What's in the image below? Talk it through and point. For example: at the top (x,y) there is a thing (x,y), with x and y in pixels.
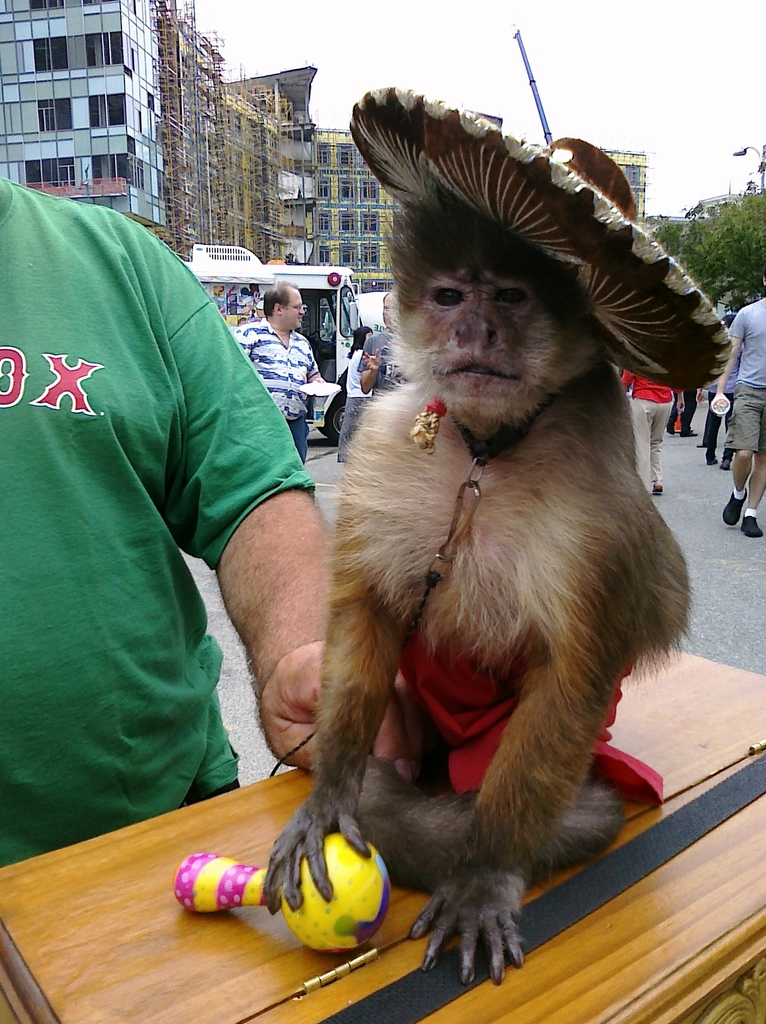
At the top (459,30) we can see sky (477,51). These are buildings (139,186) and trees (700,265). On the road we can see vehicles (326,292), few persons (742,411) standing and walking. Here i can see a monkey (422,544) sitting on a box (722,795). We can see a cap (555,245) and it is holding a toy (339,941) in hands (289,886). We can see one man (169,528) laying his hand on a monkey (433,757).
